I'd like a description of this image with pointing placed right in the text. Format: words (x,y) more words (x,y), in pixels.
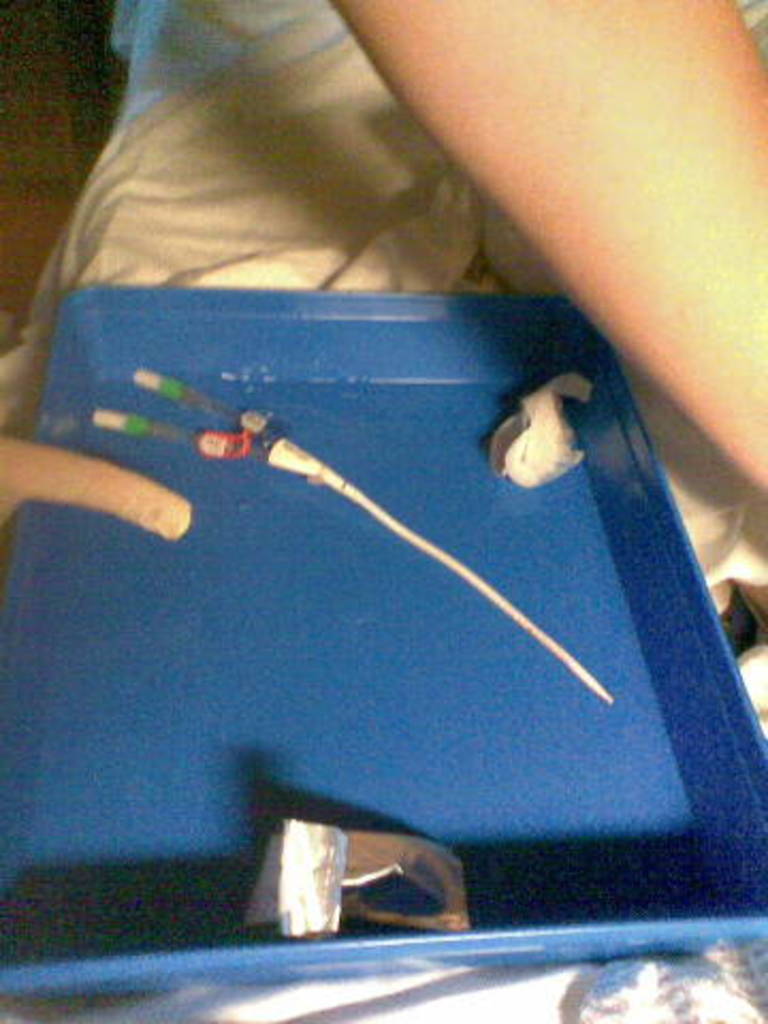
In this picture, there is a tray (234,735) on the person's lap (591,973). The tray (272,638) is in blue in color and in the tray (380,643) there are some objects (249,427).
